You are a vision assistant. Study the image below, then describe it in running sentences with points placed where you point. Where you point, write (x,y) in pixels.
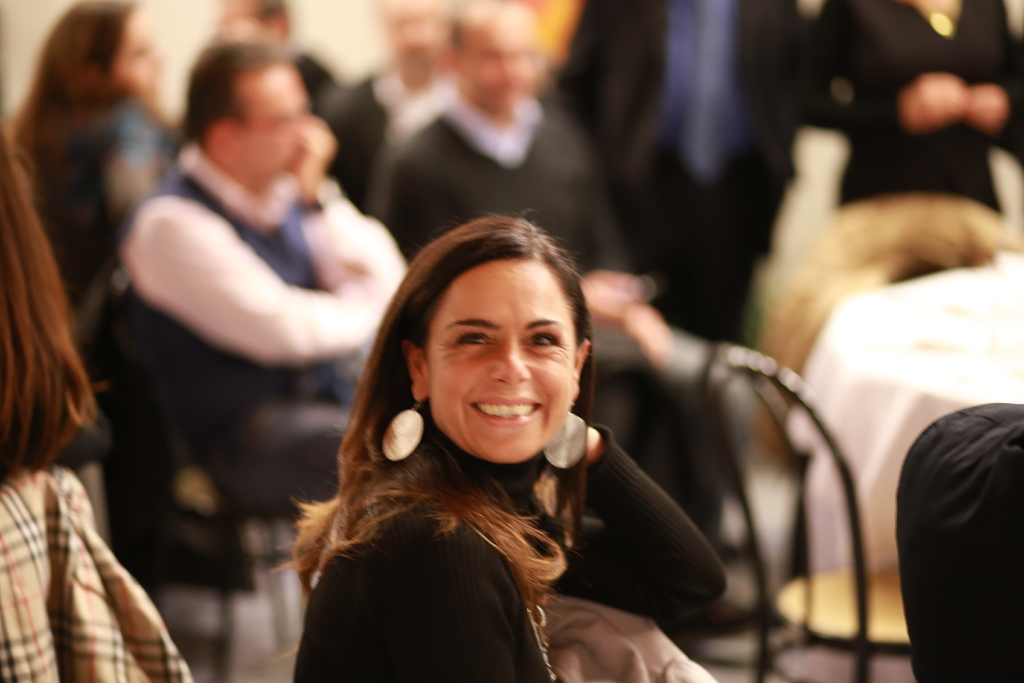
In this image in the front (543,413) there is a woman (513,490) sitting and smiling. In the background (458,147) there are persons (408,198) sitting and standing, there is a table (914,337) which is covered with a white colour cloth (895,335) and in the front (42,505) on the left side (1,491) there is a person (42,505) and on the right side (993,527) there is an object (993,513) which is black in colour.
